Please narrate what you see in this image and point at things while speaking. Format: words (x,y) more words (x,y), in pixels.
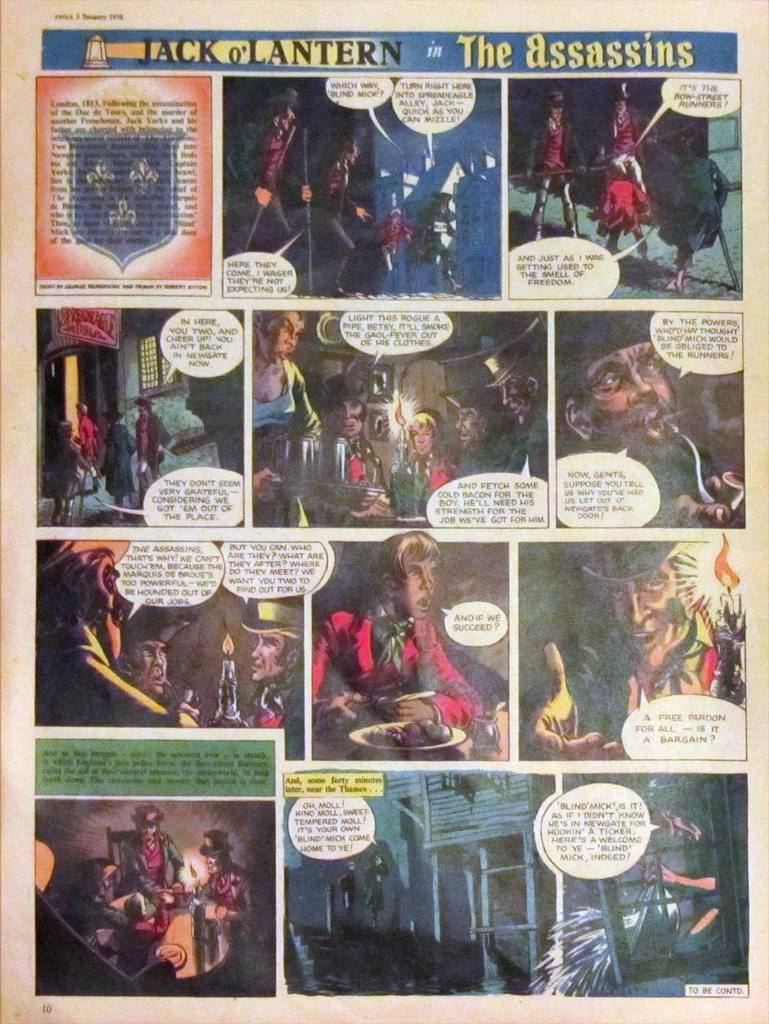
In this image there is a comic book page (459,1003), in this image there is text (151,287) and cartoon images (501,670).
